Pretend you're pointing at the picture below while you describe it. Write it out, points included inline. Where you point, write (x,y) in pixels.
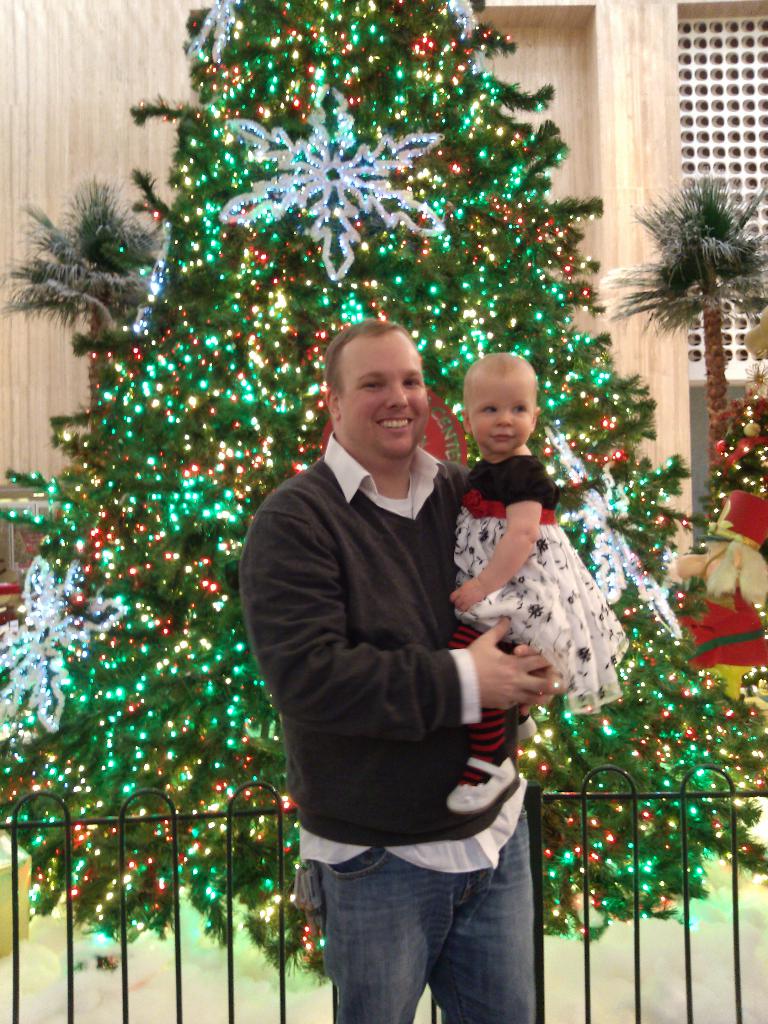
In this picture I can observe a person (362,535) holding a baby (491,535) in his hands (493,664). The person (382,507) is smiling. Behind the person (366,616) I can observe black color railing (586,848) and Xmas tree (152,582) decorated with some lights (158,665). In the background (83,107) I can observe a wall (638,127).
